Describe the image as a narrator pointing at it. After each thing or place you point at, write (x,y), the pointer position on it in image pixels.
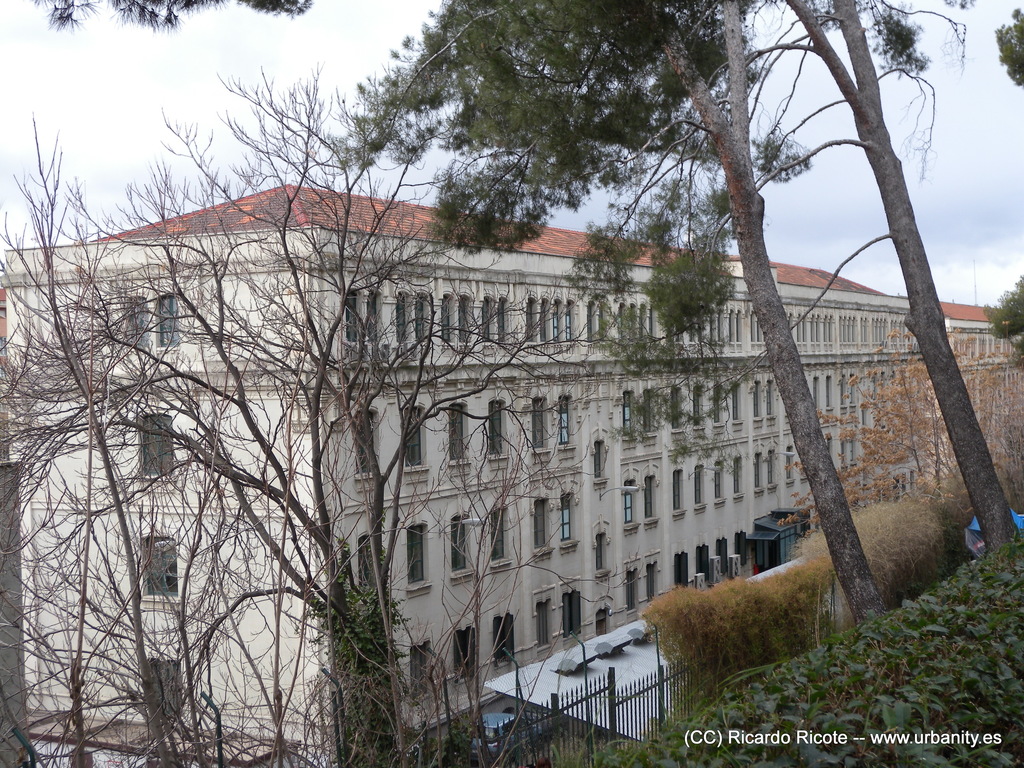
In the picture I can see trees (638,428), buildings (584,513), fence (641,692), plants (755,708) and some other objects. In the background (126,70) I can see the sky (182,108). On the bottom right corner of the image (745,732) I can see a watermark (689,742).
